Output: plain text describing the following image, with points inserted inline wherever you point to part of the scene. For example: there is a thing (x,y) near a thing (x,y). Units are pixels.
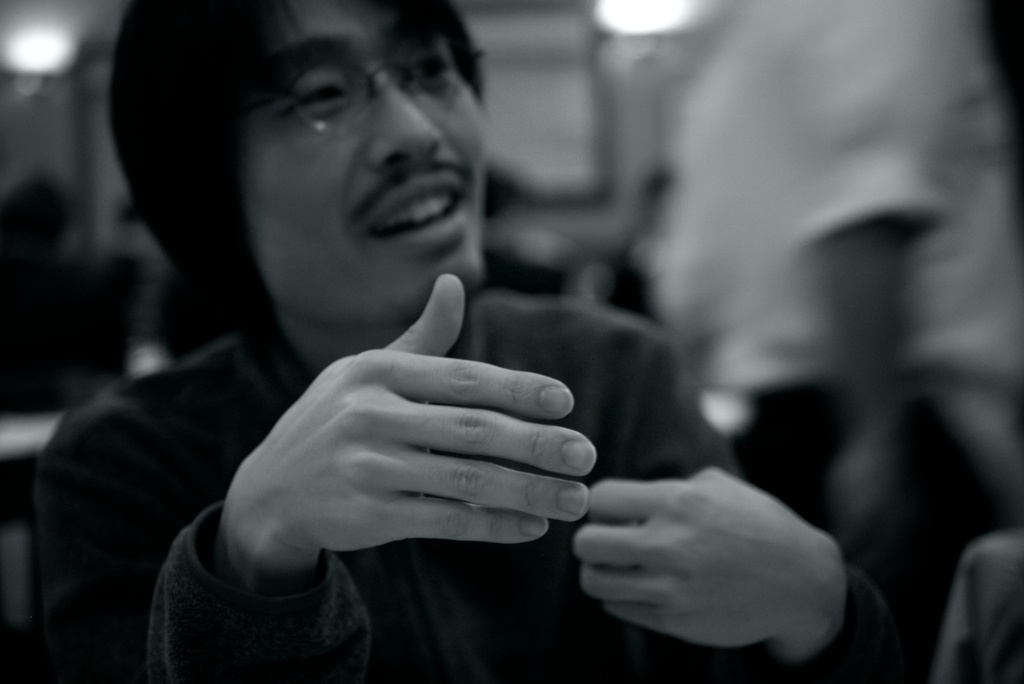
This is a black and white image. Here I can see a man (243,517) is speaking something by looking at the right side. In the background (776,60), I can see another person (780,311) standing. On the top (671,20) I can see the lights (622,17).
